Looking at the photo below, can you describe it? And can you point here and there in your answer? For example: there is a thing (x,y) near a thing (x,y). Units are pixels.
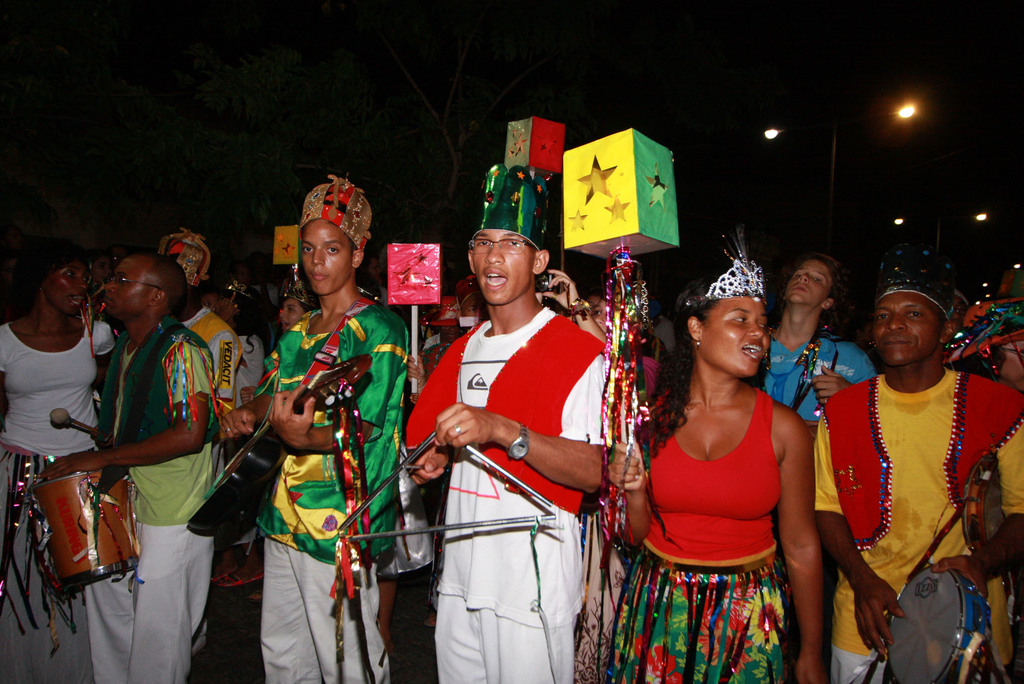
In this picture there are group of people (787,561) they are standing at the center of the image (391,438), by holding the music instruments (68,479) like drums (60,492), guitars (228,492), and triangle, it seems to be they are celebrating and it is the view of the road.
